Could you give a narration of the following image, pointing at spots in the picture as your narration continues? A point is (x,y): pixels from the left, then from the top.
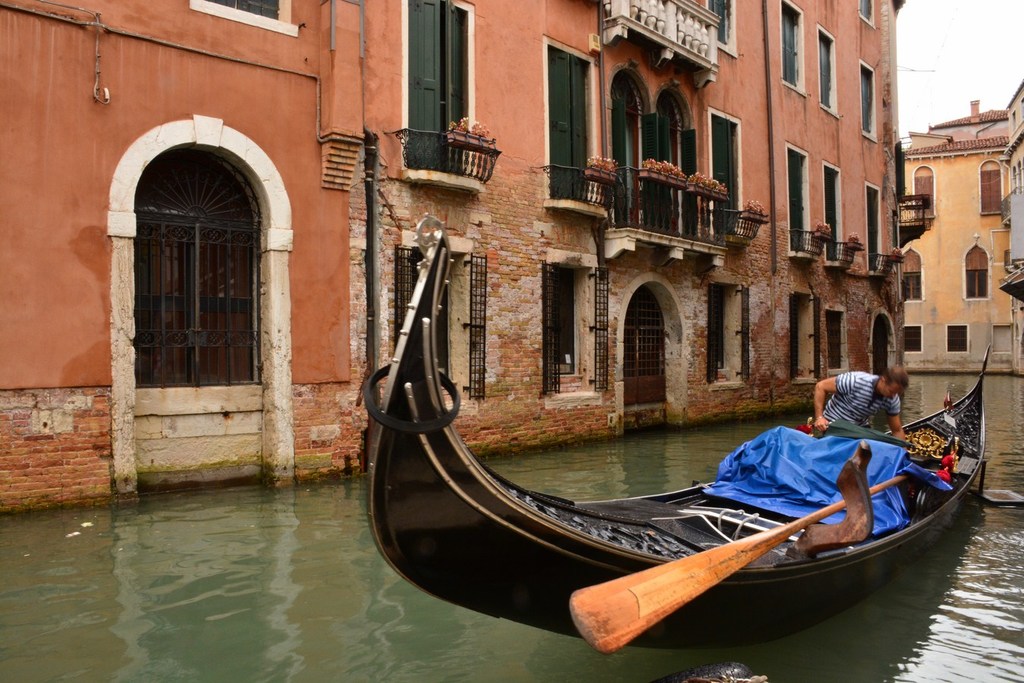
In this picture we can see a boat (761,564) here, at the bottom (904,614) there is water (860,623), there is a person (889,413) standing in the boat (697,547), in the background (947,236) there are some buildings (921,158), we can see doors (642,150) and windows (788,63) of the buildings (808,117), there is the sky (936,115) at the right top of the picture (954,24).
